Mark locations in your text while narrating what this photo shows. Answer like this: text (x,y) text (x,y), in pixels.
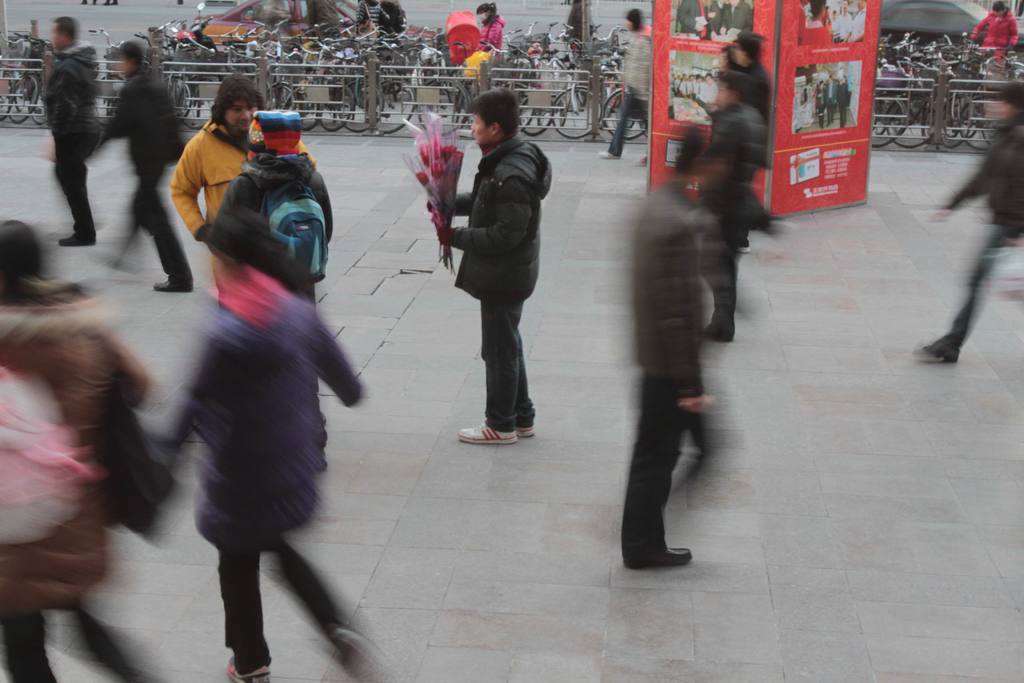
This is an outside view. In the middle of the image (489,248) there is a man (493,185) holding a flower bouquet (428,195) in the hand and standing facing towards the left side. Around him many people (234,286) are walking. In the background (770,57) there is a red color board (779,49) and a railing (370,113). Behind the railing (365,85) there are many bicycles (322,52) and also there are few vehicles (948,23) on the road (175,14).
